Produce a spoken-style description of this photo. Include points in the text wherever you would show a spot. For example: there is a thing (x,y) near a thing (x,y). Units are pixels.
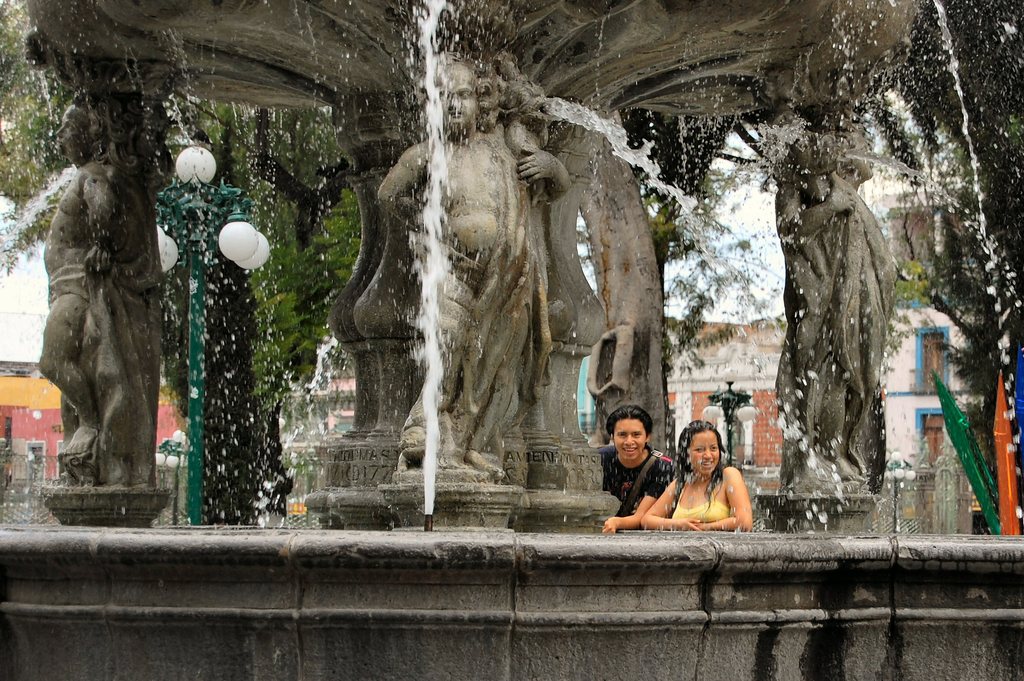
In this picture I can see few statues (460,247), water (430,54) and couple humans (622,429) standing. I can see pole lights (181,219), trees (228,386) and buildings (176,416) in the back (619,366).
